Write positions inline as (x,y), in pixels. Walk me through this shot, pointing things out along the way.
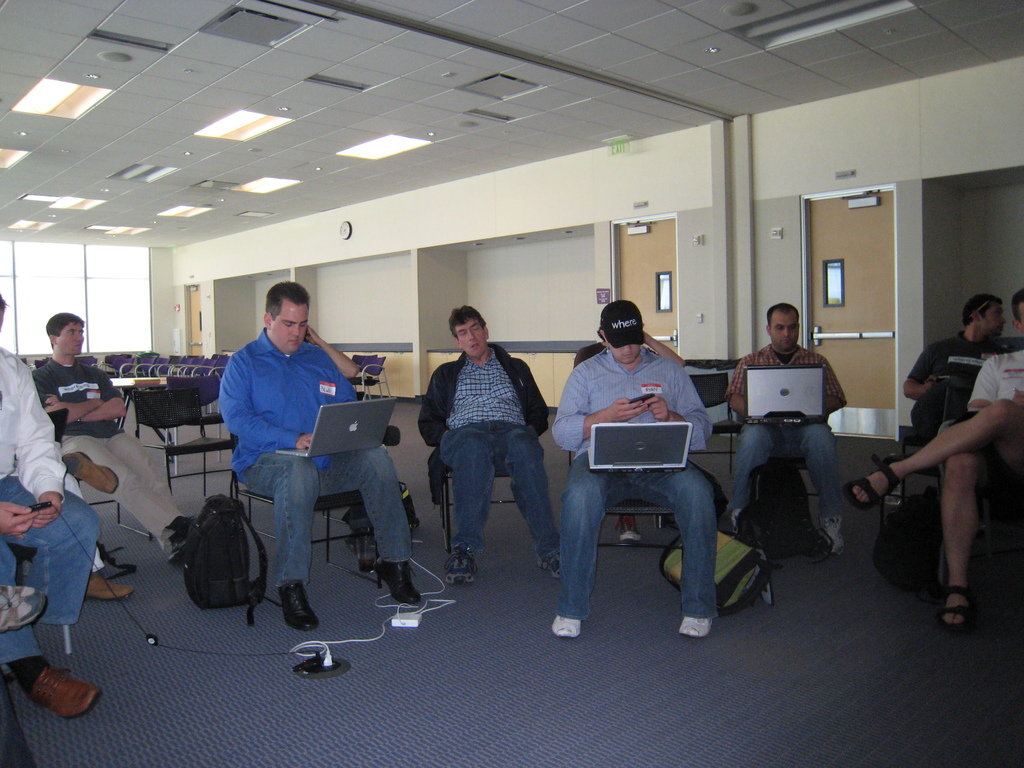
In this image there are few men (464,443) sitting in the chairs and working with the laptops (617,469). At the top (332,169) there is ceiling (204,111) with the lights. In the background (139,358) there are so many chairs (178,401). On the right side (859,272) there are two doors (814,281) in the background (876,278). There is a wall clock (344,231) fixed to the wall (400,223). At the top (626,148) there is exit board (615,147). On the floor (365,648) there is a plug box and a bag (219,564).
